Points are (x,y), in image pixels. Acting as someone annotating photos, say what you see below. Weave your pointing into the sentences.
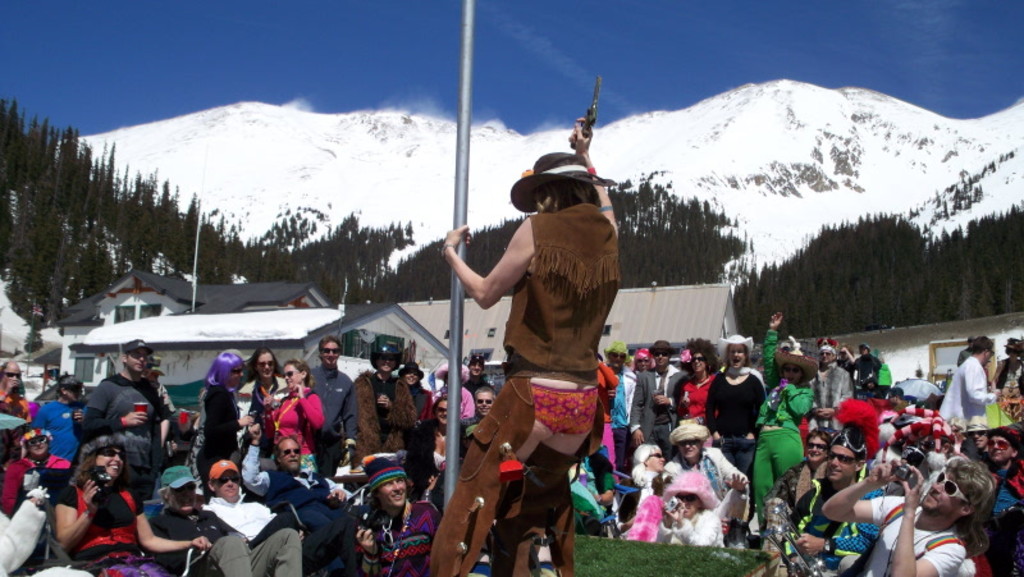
In this image I can see a person (533,355) wearing brown colored dress (541,299) is holding a grey colored pole (468,9) and a gun (589,115) in his hand (589,142). In the background (239,515) I can see number of persons (240,498) are sitting and few of them (136,377) are standing, few buildings (169,383), few trees (987,240), few mountains (315,197) with snow (417,171) on them and the sky (649,63).
